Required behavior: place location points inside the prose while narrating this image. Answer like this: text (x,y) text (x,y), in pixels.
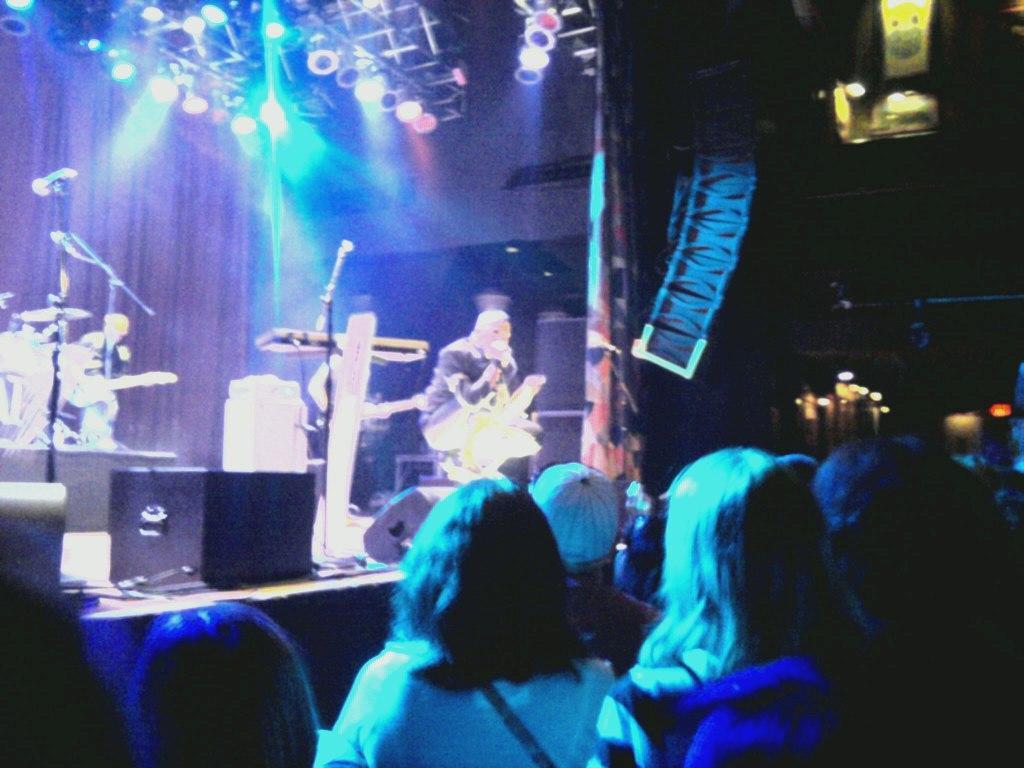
In the foreground of this image (652,615), there are persons (628,633). In the background (498,427), on the stage (436,309), there is a person (458,474), few mics (62,331), musical instruments (311,345), light (361,79) on the top (338,34) and the dark background (907,254).
